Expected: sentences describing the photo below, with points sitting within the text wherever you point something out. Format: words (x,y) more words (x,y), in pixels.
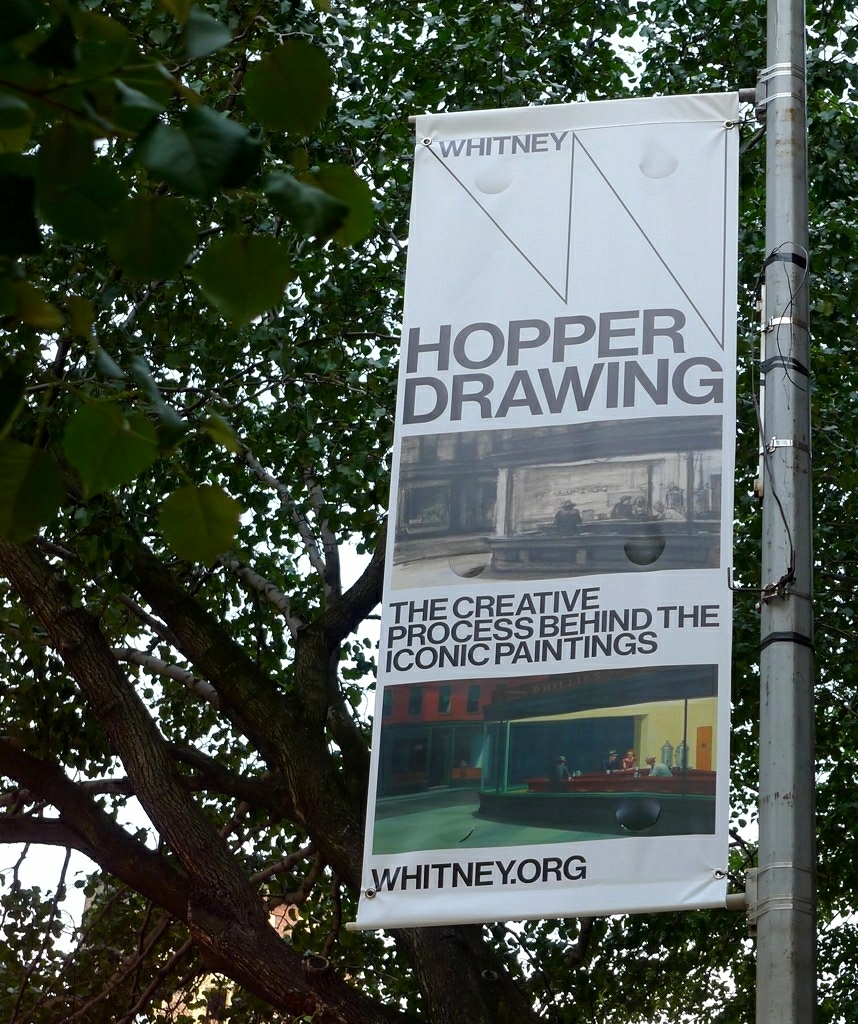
This looks like a banner (567,292), which is attached to a pole (783,903). This is a tree (169,603) with branches (197,639) and leaves (208,337).
